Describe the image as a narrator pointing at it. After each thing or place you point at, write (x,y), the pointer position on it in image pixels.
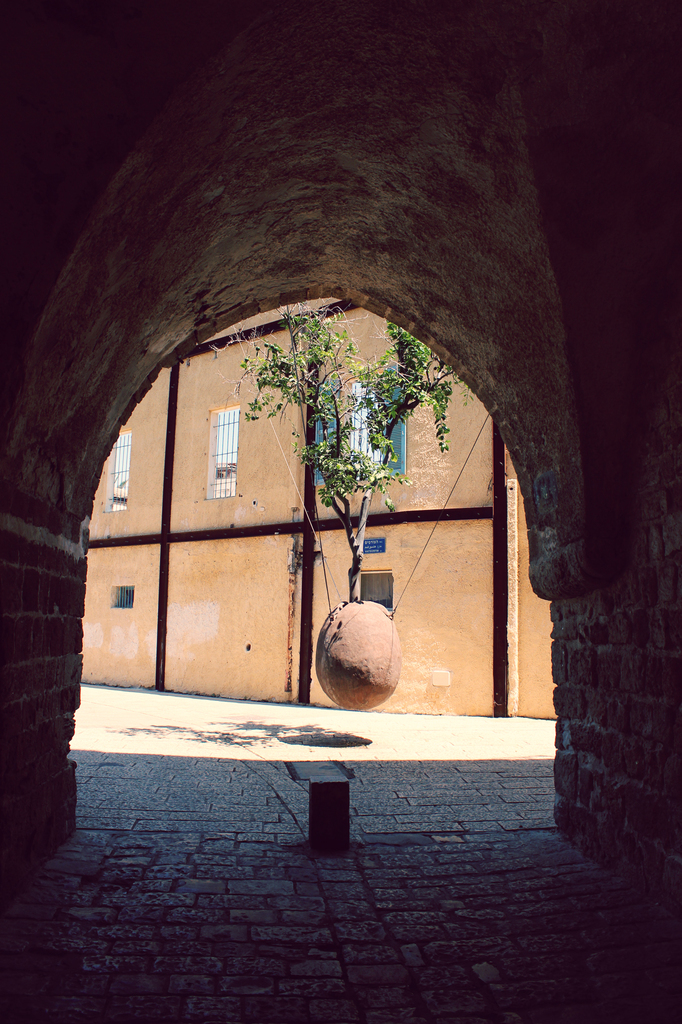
This is the tree (375,447) with branches (352,541) and leaves (358,464). This looks like a stone (377,611), which is tied with the ropes (484,424). This looks like a tunnel (59,729). I can see a building (230,518) with windows (232,428).
